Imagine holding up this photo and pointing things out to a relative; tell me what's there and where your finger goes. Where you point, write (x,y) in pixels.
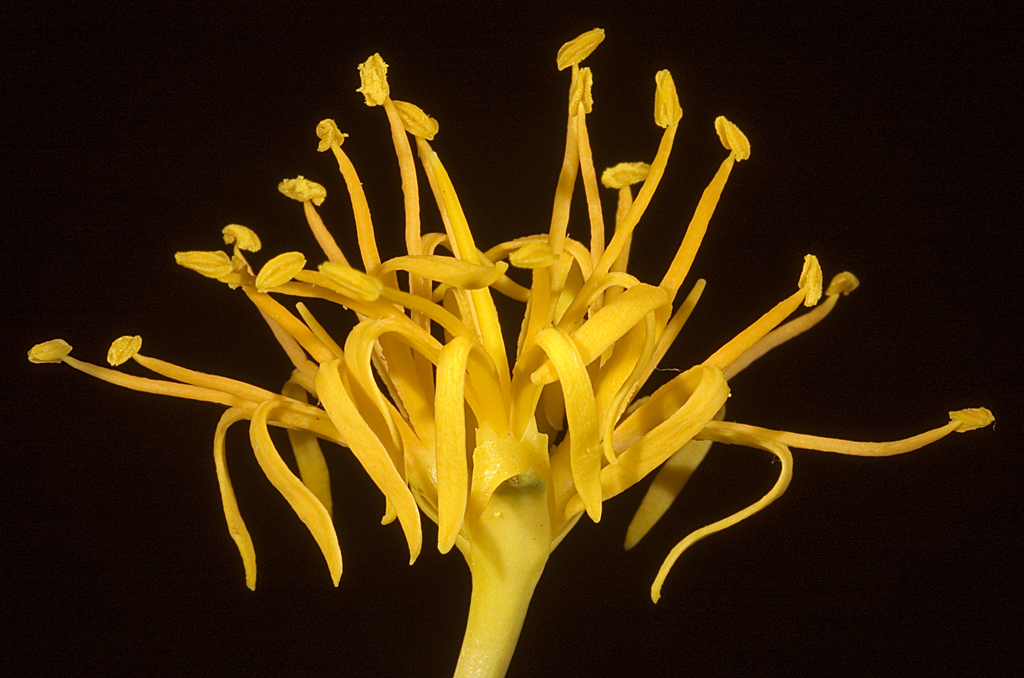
In the image there is a yellow flower (526,444) in the front (549,365) and the background (824,124) is black.
